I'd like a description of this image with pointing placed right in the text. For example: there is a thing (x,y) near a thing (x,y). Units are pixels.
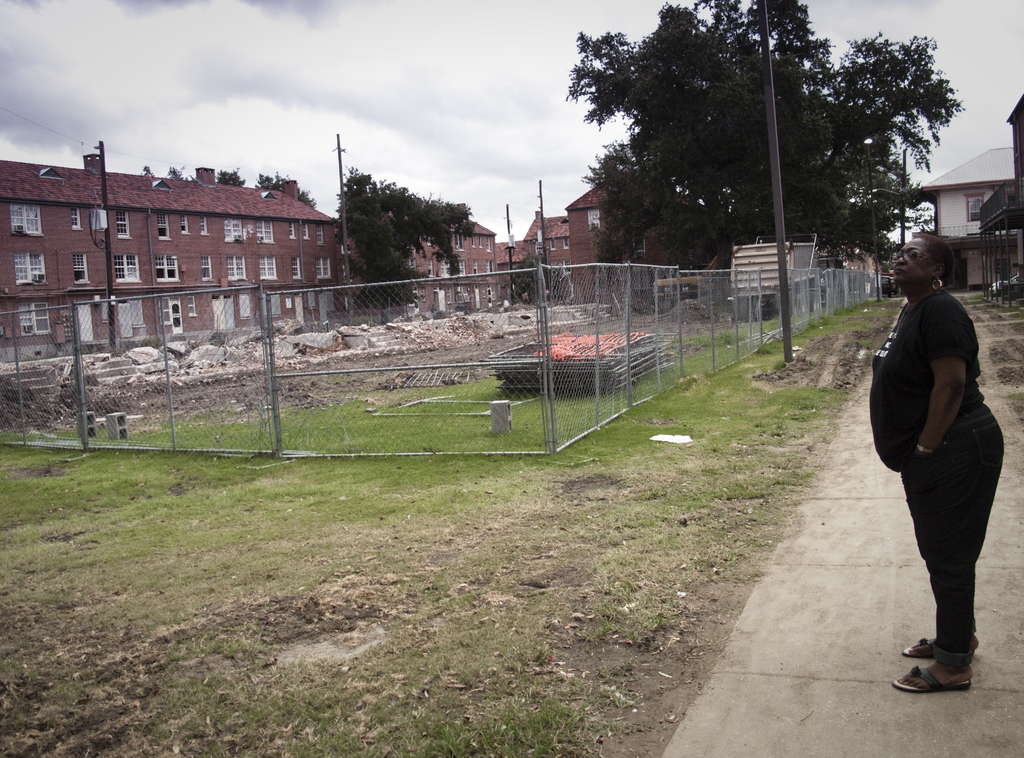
Here in this picture, on the right side (908,310) we can see a woman (932,307) standing on the ground (929,608) and in front of her we can see some part of ground (539,524) is covered with grass (128,525) and we can also see fencing (149,394) covered over a place and in the far we can see buildings (288,267) and houses (216,267) present with number of windows (228,270) and doors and we can also see some stones (367,344) and wooden things (557,366) present on the ground (645,317) and we can also see plants (413,277) and trees (785,27) present and we can see the sky (215,111) is fully covered with clouds (313,85).
